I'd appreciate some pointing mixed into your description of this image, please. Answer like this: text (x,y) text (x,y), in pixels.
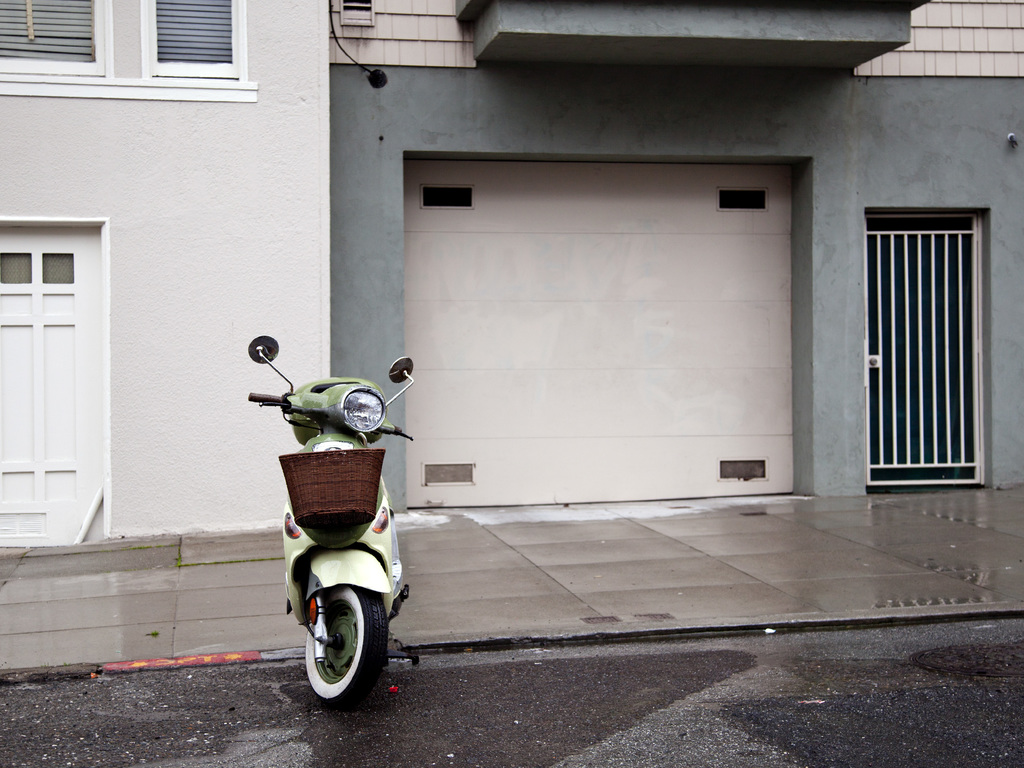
In this image we can see a scooter (315,549). In the back (382,34) there is a building (167,50) with windows (189,52), door (432,233) and a gate (908,372). Near to the building (558,314) there is a sidewalk (776,533).
